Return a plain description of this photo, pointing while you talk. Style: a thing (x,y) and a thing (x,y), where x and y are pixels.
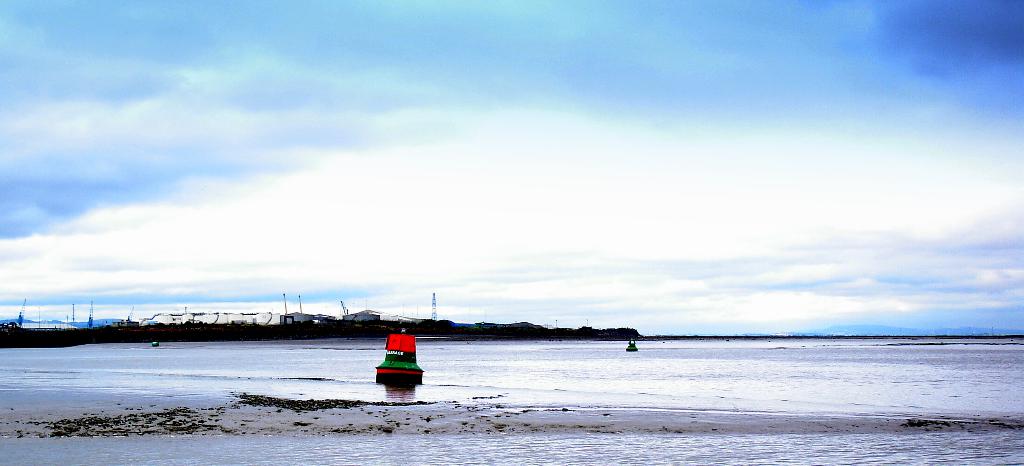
In this picture I can observe an ocean (539,353). There are some buoys (397,366) floating on the water (575,347). In the background (370,204) I can observe some clouds (602,184) in the sky (402,204).
